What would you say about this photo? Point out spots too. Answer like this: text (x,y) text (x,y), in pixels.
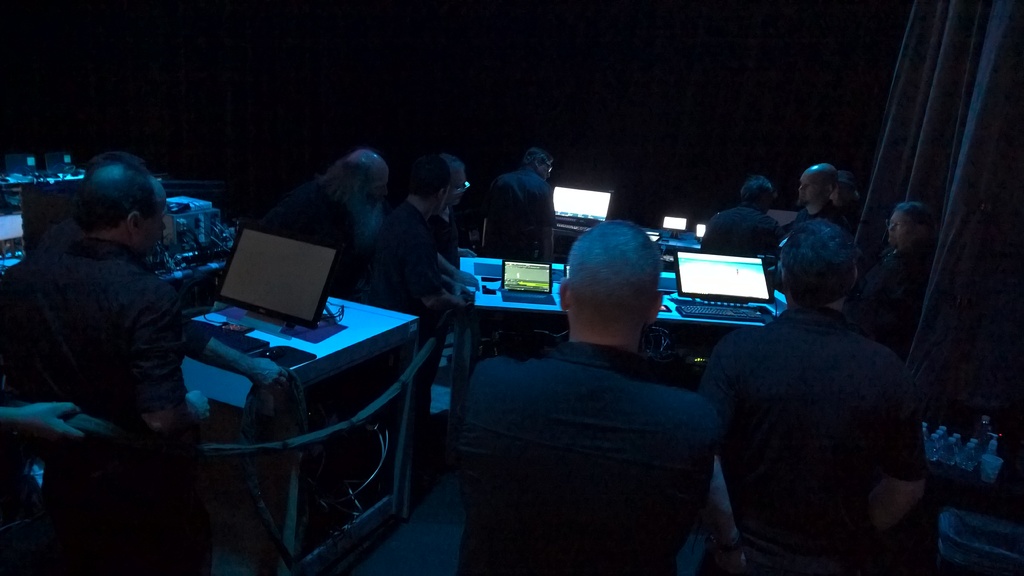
In this image I can see people (519,392) standing. There are laptops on the tables (343,370). There are curtains (968,169) at the right (979,172) back and there is dark at the back (234,61).
